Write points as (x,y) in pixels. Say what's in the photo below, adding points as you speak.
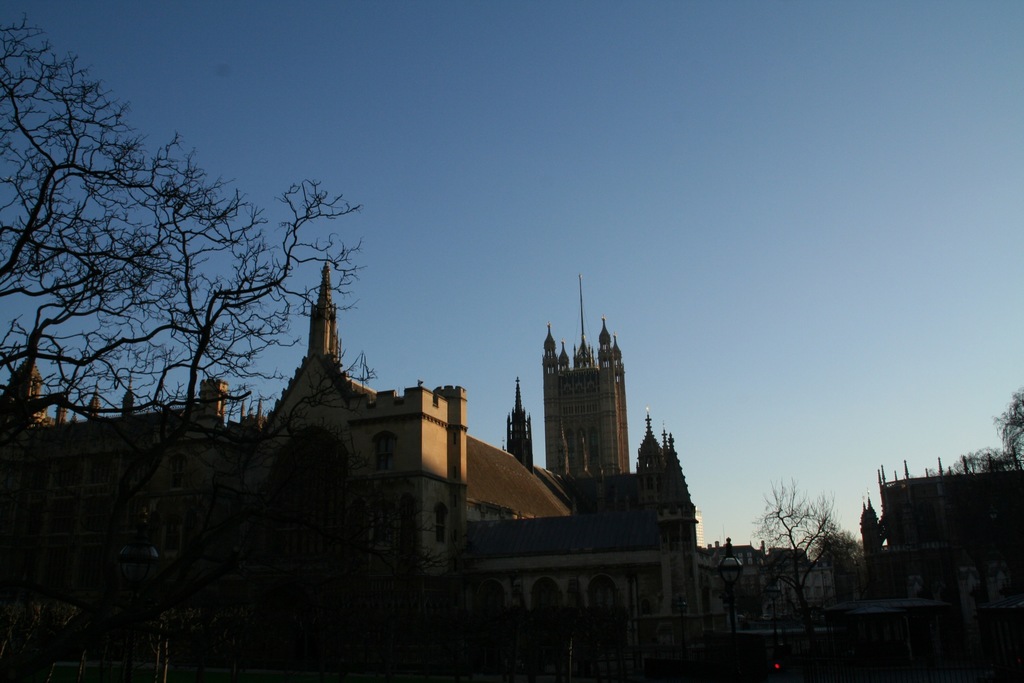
In the picture I can see trees (240,524), buildings (575,534) and top of the picture (540,169) there is clear sky (498,129).
